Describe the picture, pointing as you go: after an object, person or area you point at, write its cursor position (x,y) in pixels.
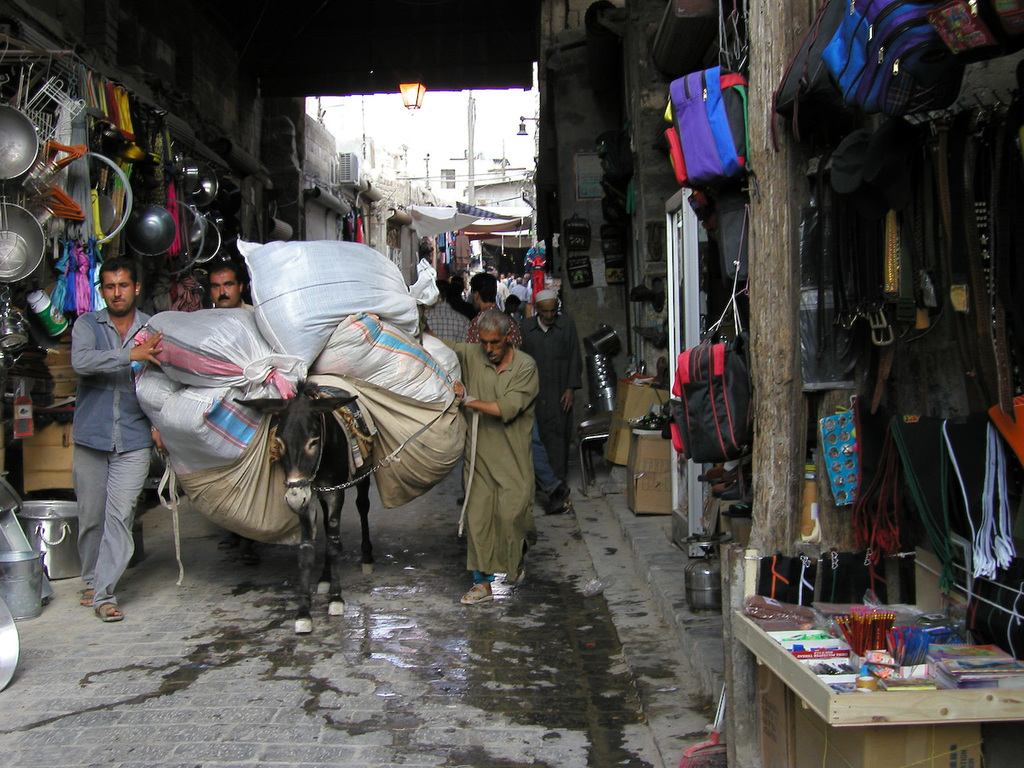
In the picture we can see a market place (361,80) with a path (130,705) on it we can see donkey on its back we can see some bags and some people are holding it and walking and on the either sides of the path (276,740) we can see shops (963,315) with bags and steel items (1,638) and in the background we can see some shops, houses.
